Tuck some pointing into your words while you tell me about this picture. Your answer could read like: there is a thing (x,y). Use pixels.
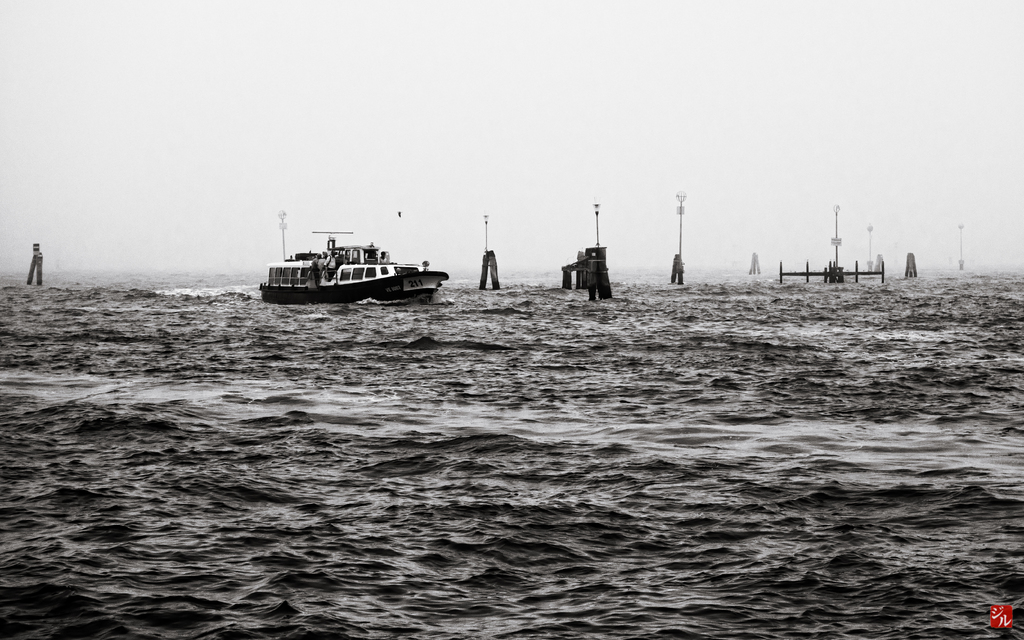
In this image we can see ship (281,274) on the sea (318,327), pillars (680,273), poles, sky (281,174) and water (247,487).
